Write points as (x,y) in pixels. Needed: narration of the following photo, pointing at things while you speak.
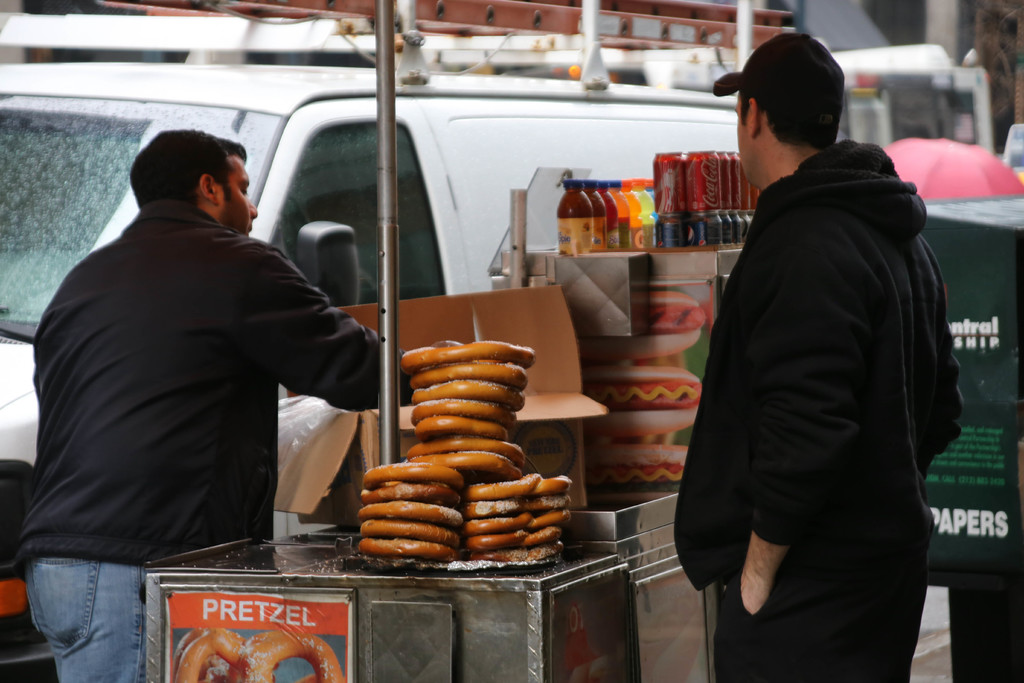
In this image I can see two person (263,299) standing, the person (737,286) at right (752,313) wearing black color dress (760,319) and the person (218,320) at left (175,320) wearing black jacket (111,510), blue jeans (109,572). In front I can see the food items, they are in brown color, I can also see few bottles (626,238) and in the background (610,142) I can see the vehicle (455,102) in white color.
